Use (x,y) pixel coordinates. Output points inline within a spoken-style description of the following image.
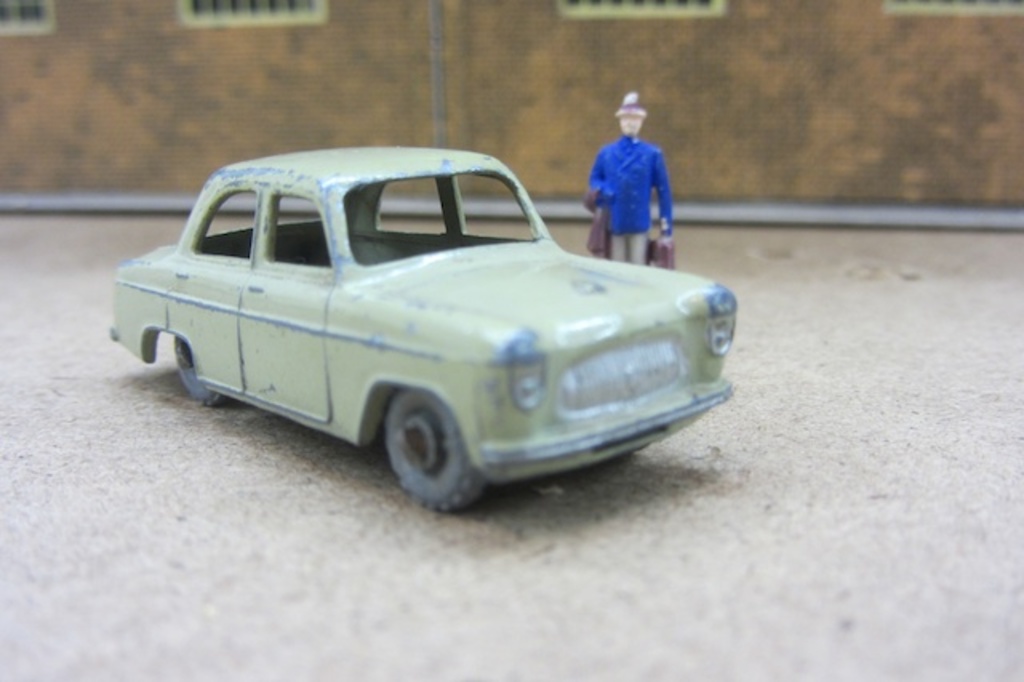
In the image there is a toy car (482,331), beside the toy car (526,296) there is a doll (621,185).
